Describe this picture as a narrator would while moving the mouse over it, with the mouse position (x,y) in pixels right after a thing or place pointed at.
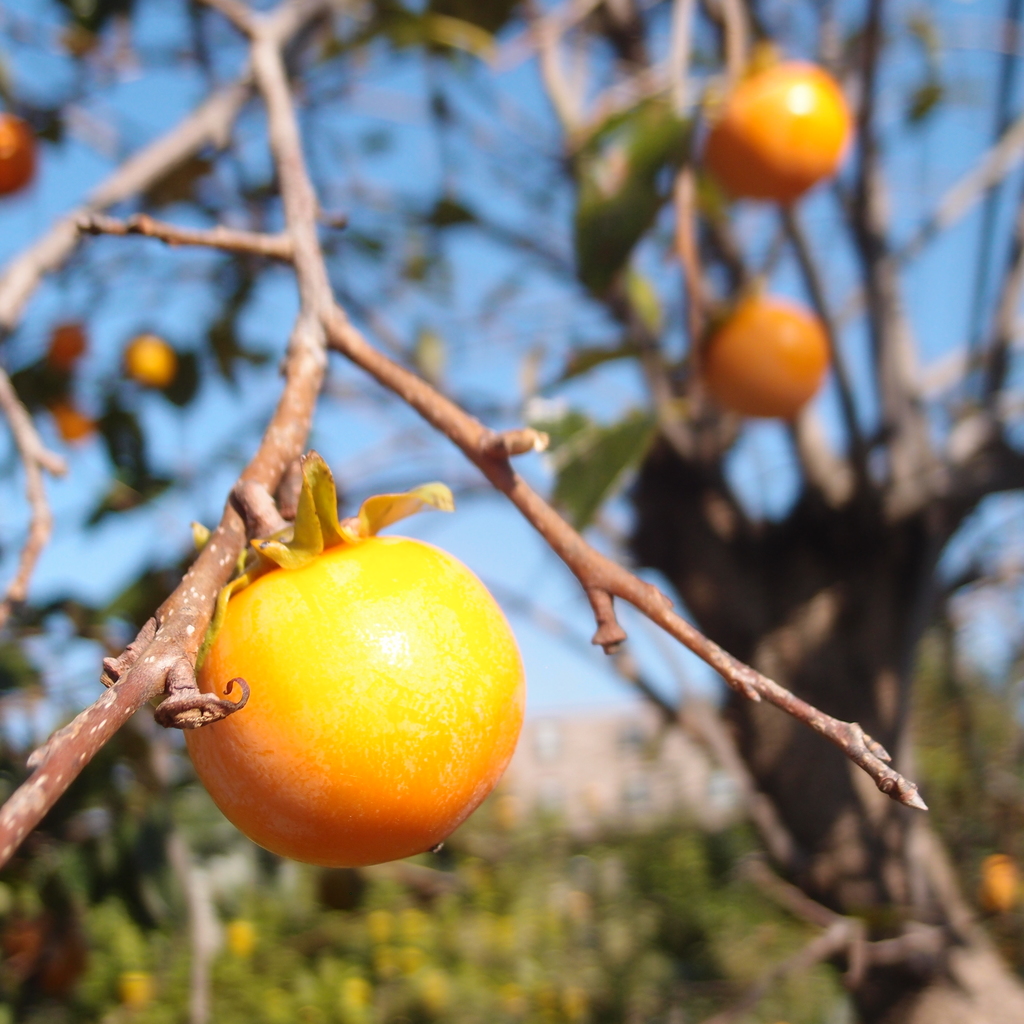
In this image we can see fruits (351,581) to the tree (581,564). In the background (524,564) there is sky (493,413).
